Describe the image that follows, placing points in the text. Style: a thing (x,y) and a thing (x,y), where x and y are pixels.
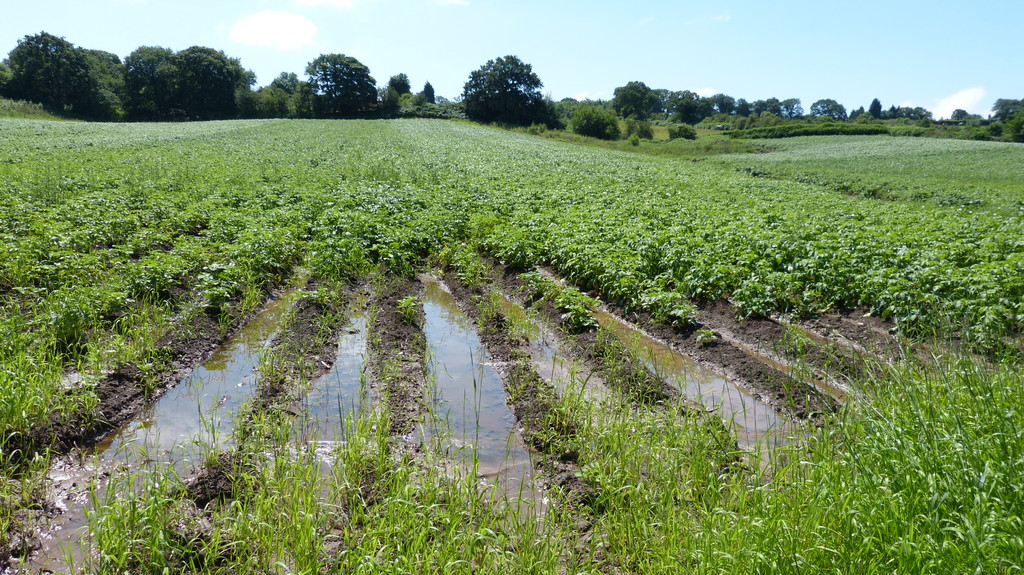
In this image there are plants (114,237) on the left (155,266) and right corner (1001,297). There is water (552,337) in the middle (520,315). There are trees (103,99) in the background (505,103). And there is sky (633,70) at the top (616,77).
